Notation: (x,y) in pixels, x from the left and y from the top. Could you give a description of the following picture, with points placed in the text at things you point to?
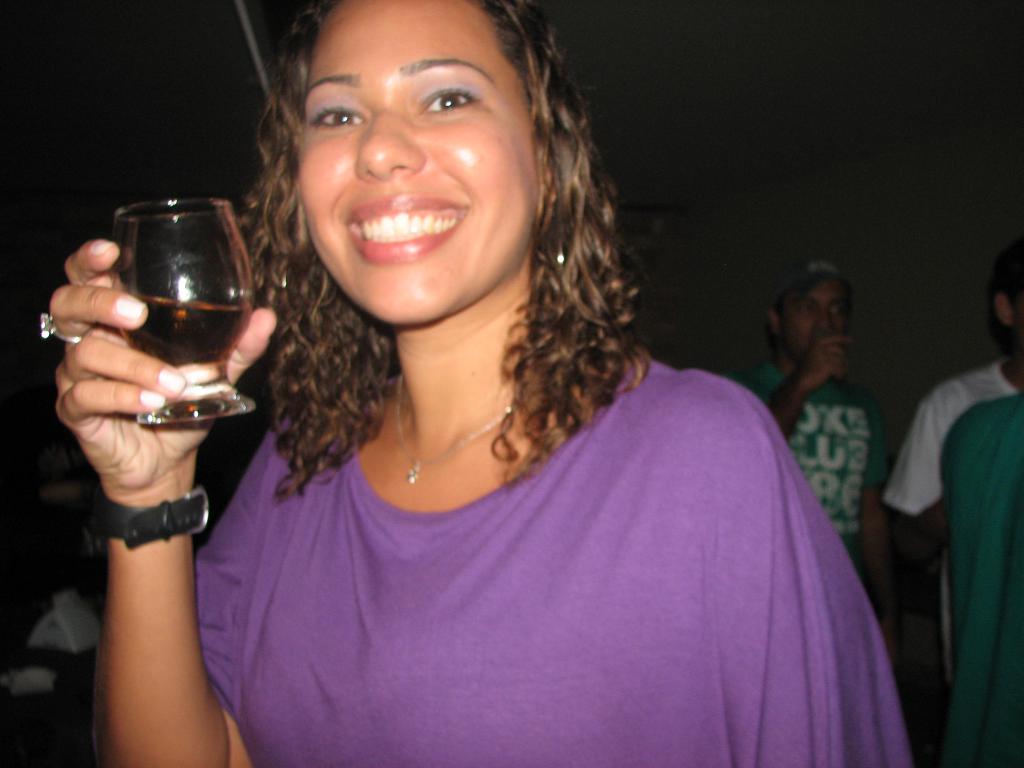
This woman (436,540) wore purple t-shirt (498,579) and holding a glass (180,322) with liquid (205,336). She is smiling. Some persons (871,482) are standing.
